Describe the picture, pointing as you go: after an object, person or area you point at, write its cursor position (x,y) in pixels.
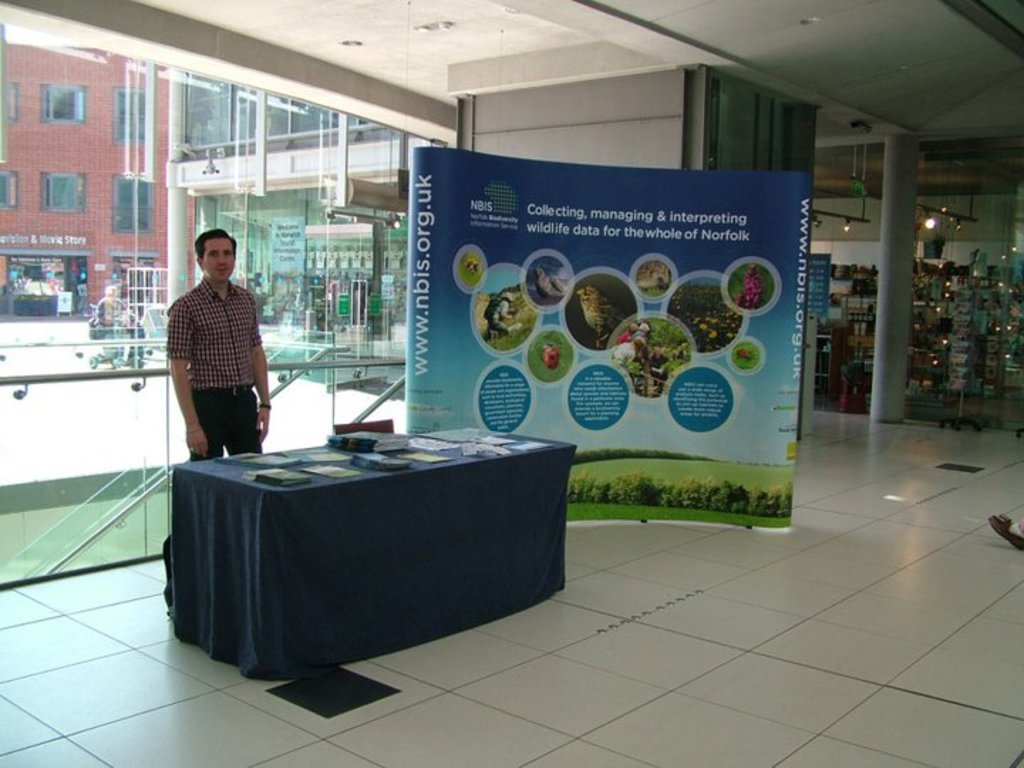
In this image i can see a person (196,335) wearing a shirt (220,337) and a black pant (230,428) standing in front of a table (397,504), and on the table (310,490) i can see few papers (453,436) and few books (280,477). In the background (344,391) i can see a huge banner (493,351), the ceiling (836,46), a pillar (883,374), a store (936,340), few lights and a glass (307,289) through which i can see a building (115,178).
